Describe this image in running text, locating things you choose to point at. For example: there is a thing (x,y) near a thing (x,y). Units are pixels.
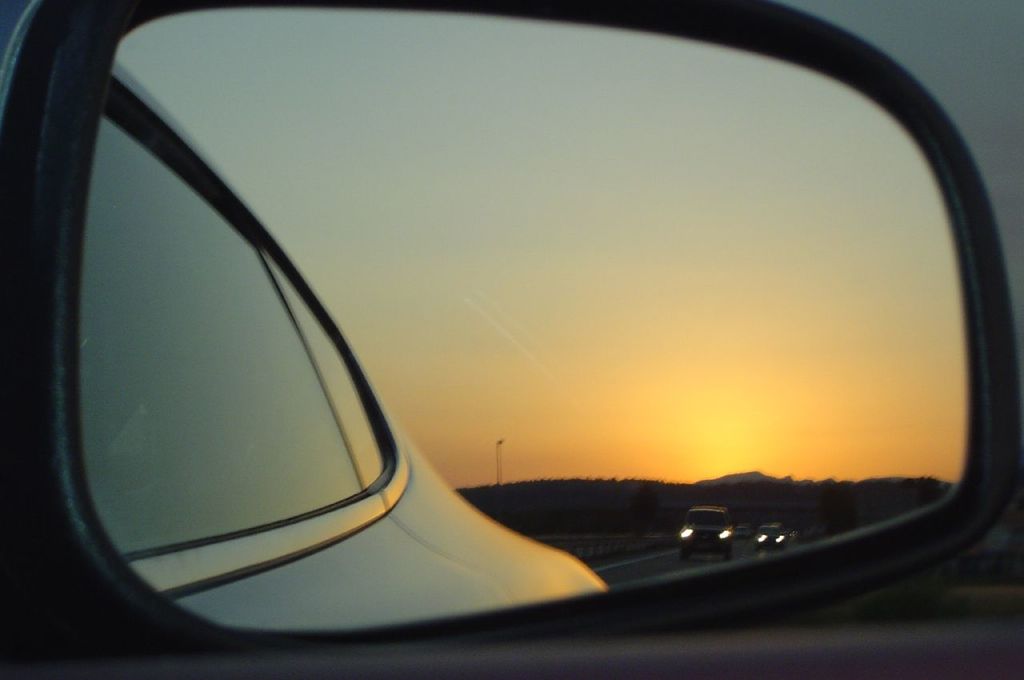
There is a car mirror (507,323) in the foreground area (547,376), where we can see trees (601,496), vehicles (715,521), pole (500,440) and sky (516,337).
